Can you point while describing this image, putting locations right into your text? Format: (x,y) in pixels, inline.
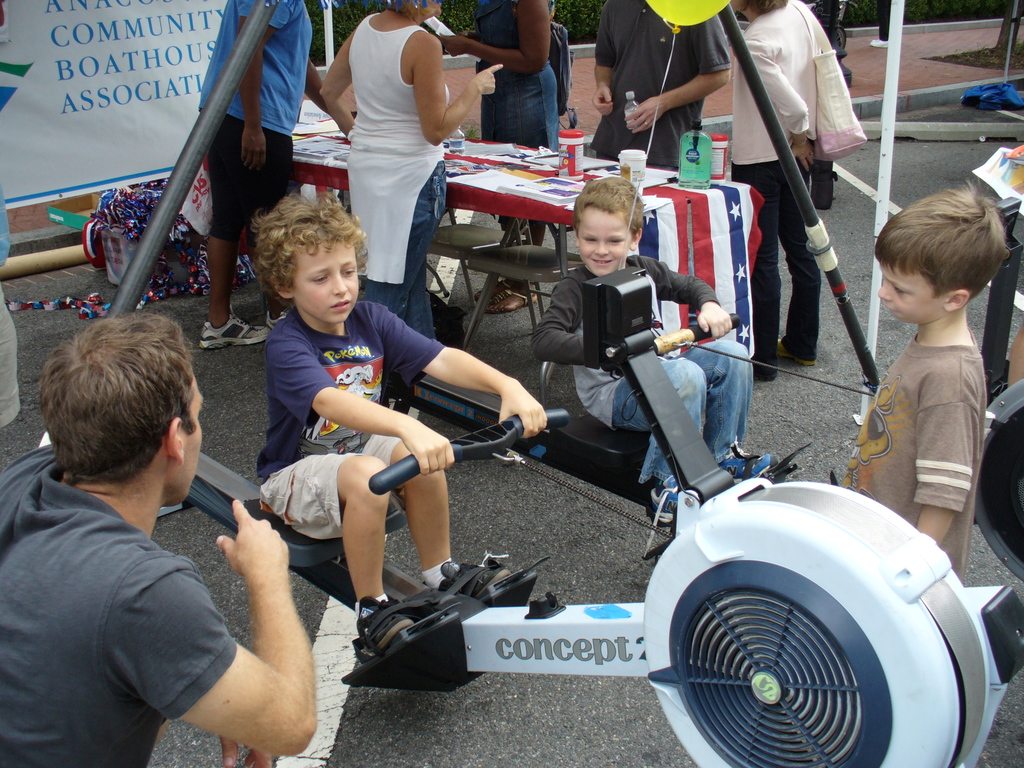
This is an outside view. Here I can see few children (707,412) are sitting on the machines (424,651) which are seems to be gym equipment (511,649). In the background (504,198) there is a table (526,201) which is covered with a cloth (676,243). On the table (614,178) few papers (525,178), bottles (568,152) and other objects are placed. Around the table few people (392,54) are standing. In the top left (125,118) there is a board (76,91) on which I can see some text (109,30) and on the ground (47,321) there are few objects (59,257).
